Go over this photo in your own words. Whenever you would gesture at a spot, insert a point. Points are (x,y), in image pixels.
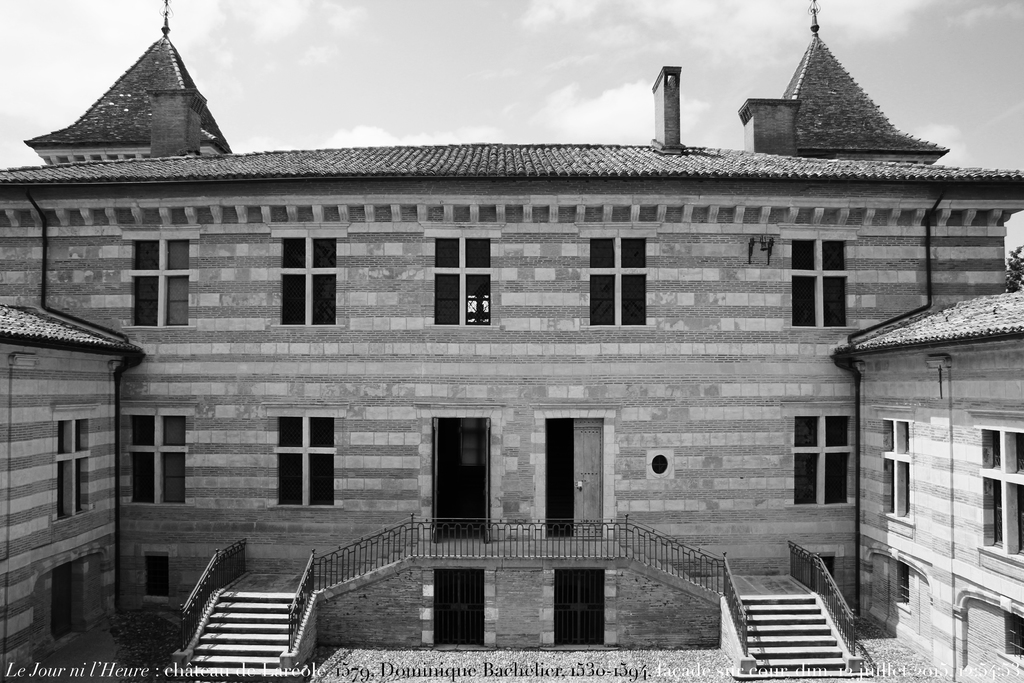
In this image I can see a building (351,241), few stairs (234,588), windows (319,323). Background (368,48) I can see the sky (422,54) and the image is in black and white.
